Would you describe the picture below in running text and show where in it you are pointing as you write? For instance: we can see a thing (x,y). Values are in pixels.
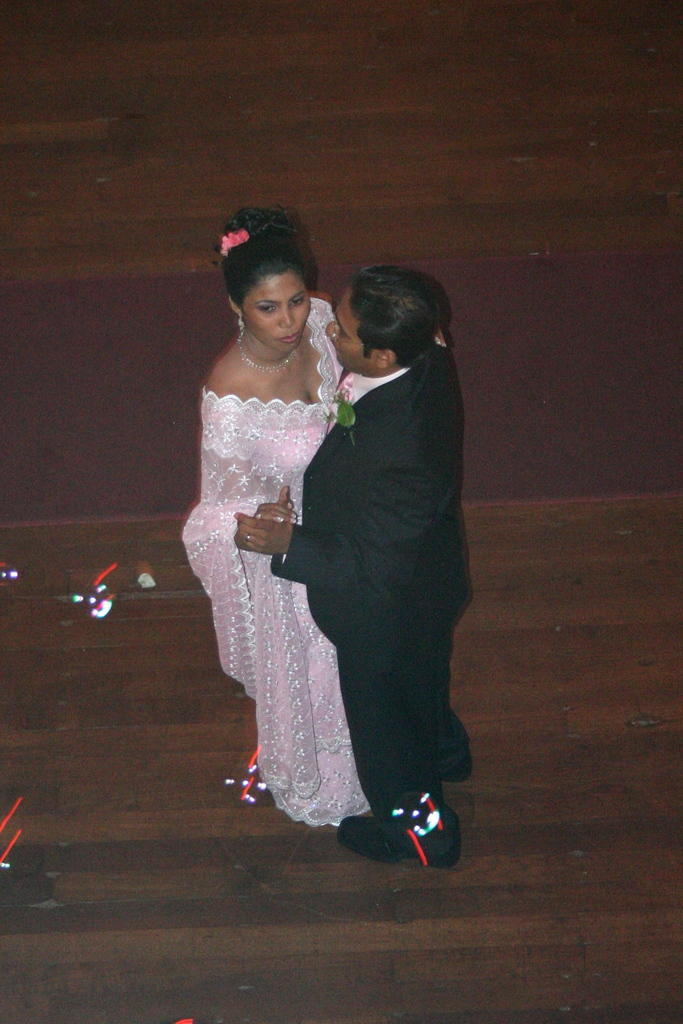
We can see a man (326,478) and woman (218,434) are holding their hands (281,501) each other and standing on the floor (138,804) and we can see lighting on the floor (6,39).
